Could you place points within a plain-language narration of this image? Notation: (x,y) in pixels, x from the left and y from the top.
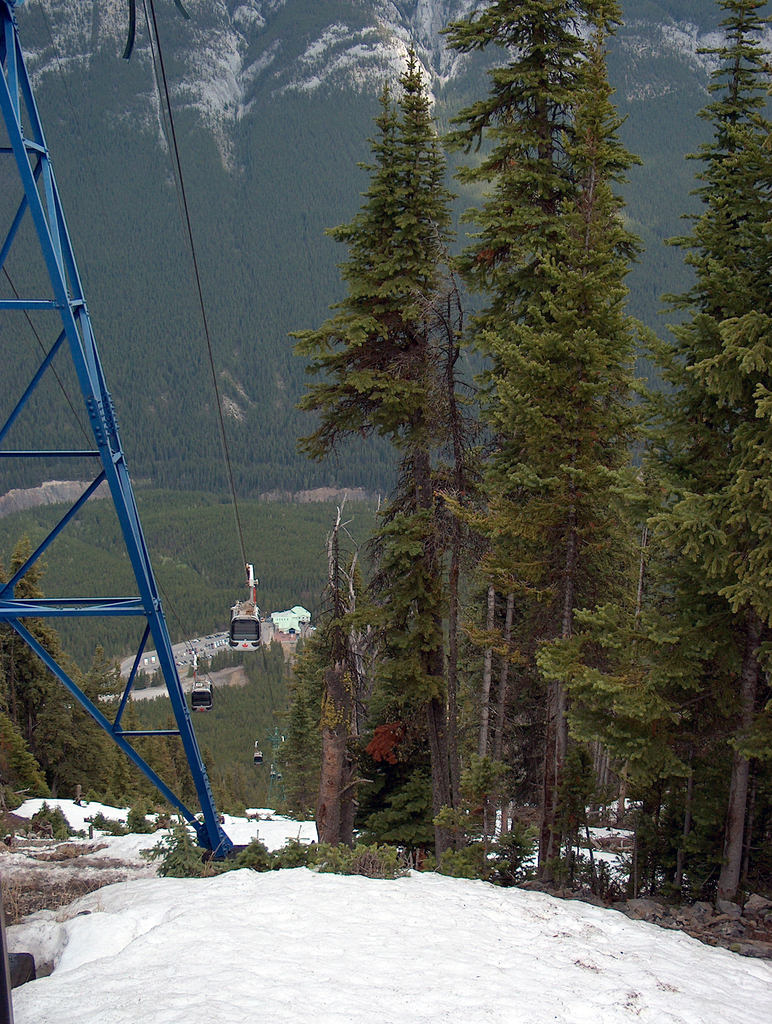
On the right side of the image (591,930) we can see snow (566,924) and trees (564,626). On the left side of the image (205,777) we can see ropeway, tower (7,108), trees (67,701). At the bottom of the image (435,914) there is snow (254,914). In the background (63,652) we can see trees (167,539) and hills (321,98).
